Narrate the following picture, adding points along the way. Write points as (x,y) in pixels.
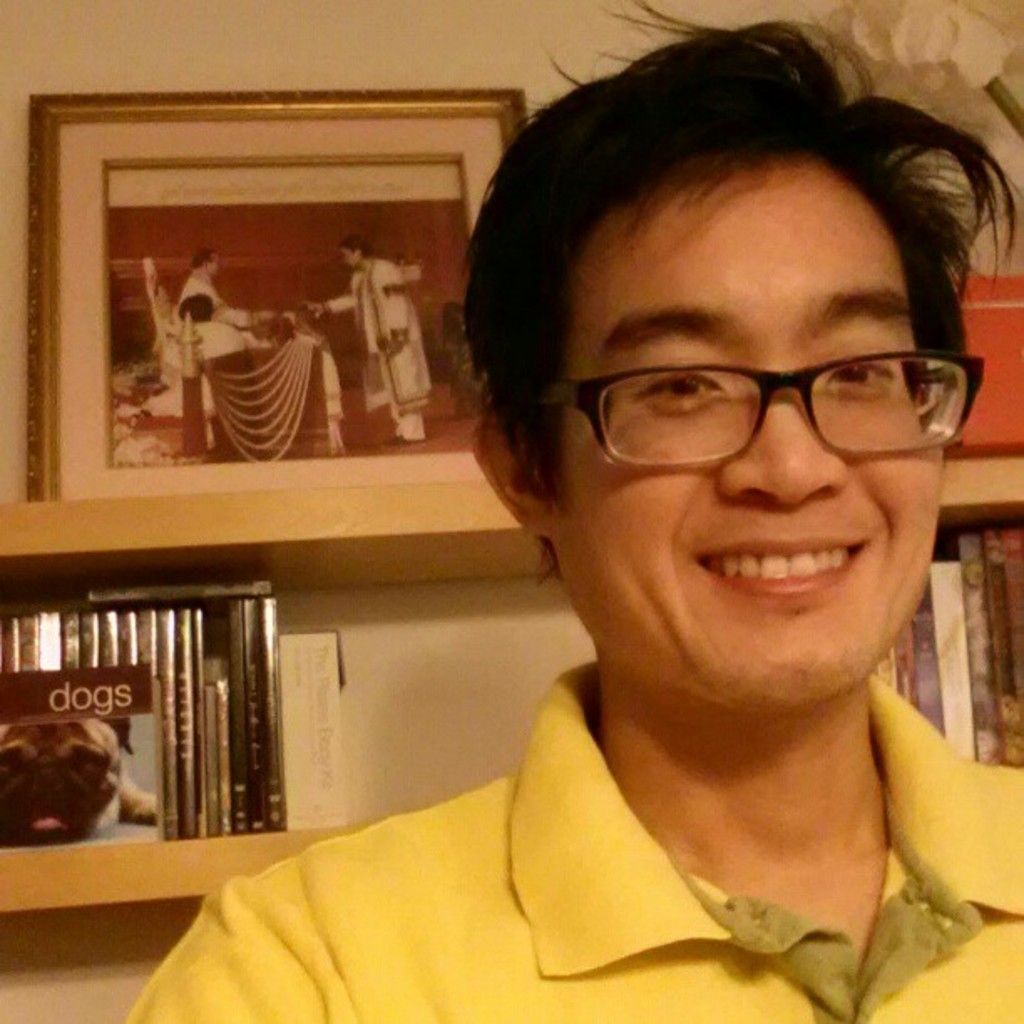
In the background (261,118) we can see a frame (209,251), books (915,693) and objects (9,764) arranged in the racks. In this picture we can see a man (657,494) wearing spectacles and yellow t-shirt (720,966). He is smiling.
